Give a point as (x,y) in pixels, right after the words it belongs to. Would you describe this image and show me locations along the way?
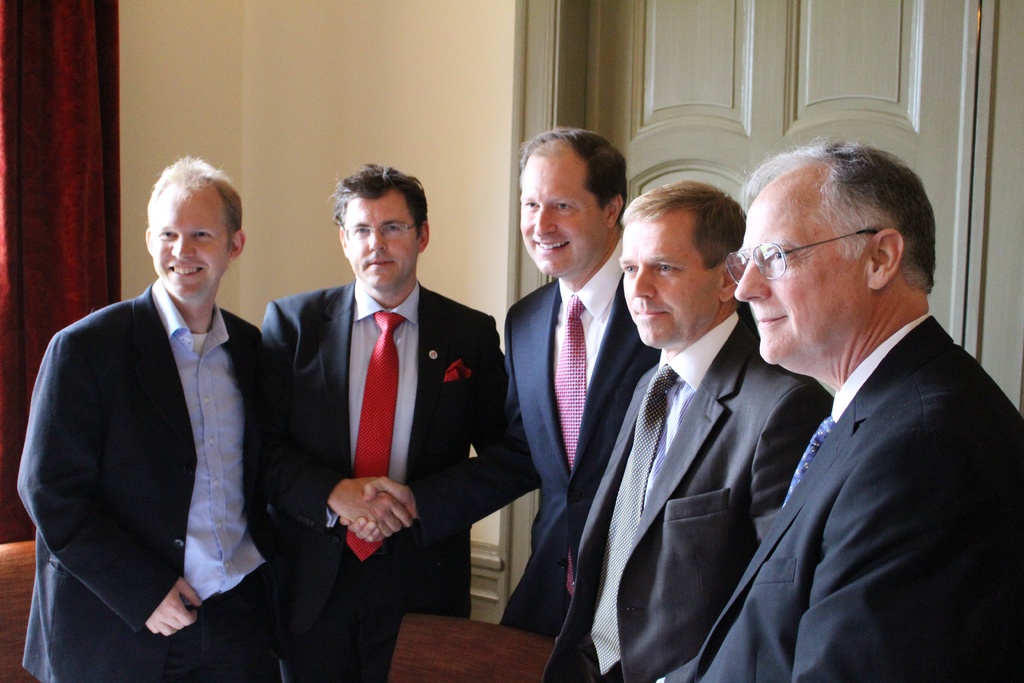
In this image I can see group of people (644,564) standing. In front (448,411) the person (459,402) is wearing black color blazer (422,395), white shirt (403,361) and red color tie (391,361). Background (44,219) I can see the curtain (66,158) in red color, wall (324,101) in cream color and the door (716,108) is in gray color.
